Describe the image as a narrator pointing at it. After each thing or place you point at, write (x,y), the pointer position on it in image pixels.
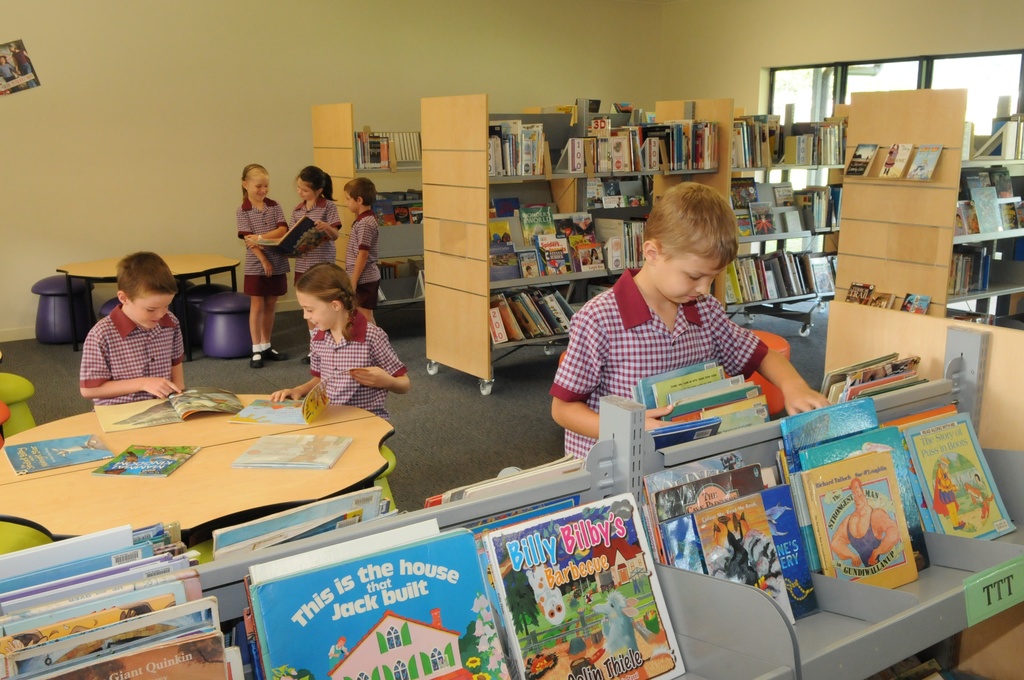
Here in this picture we can see number of children (362,358) standing on the floor (542,427) and in the front (449,534) we can see a shelf (673,506) with number of books (280,607) present in it and in the middle (369,400) we can see two children (316,373) standing near the table (312,425) and reading something in the books (53,461) present on the table (210,439) and behind them we can see other children (325,212) standing and seeing something in the books (311,230) and we can also see a table (177,272) over there and we can see stools (59,329) also present and we can see they are smiling and beside them we can see number of racks (459,145) with books (495,136) present in it.
